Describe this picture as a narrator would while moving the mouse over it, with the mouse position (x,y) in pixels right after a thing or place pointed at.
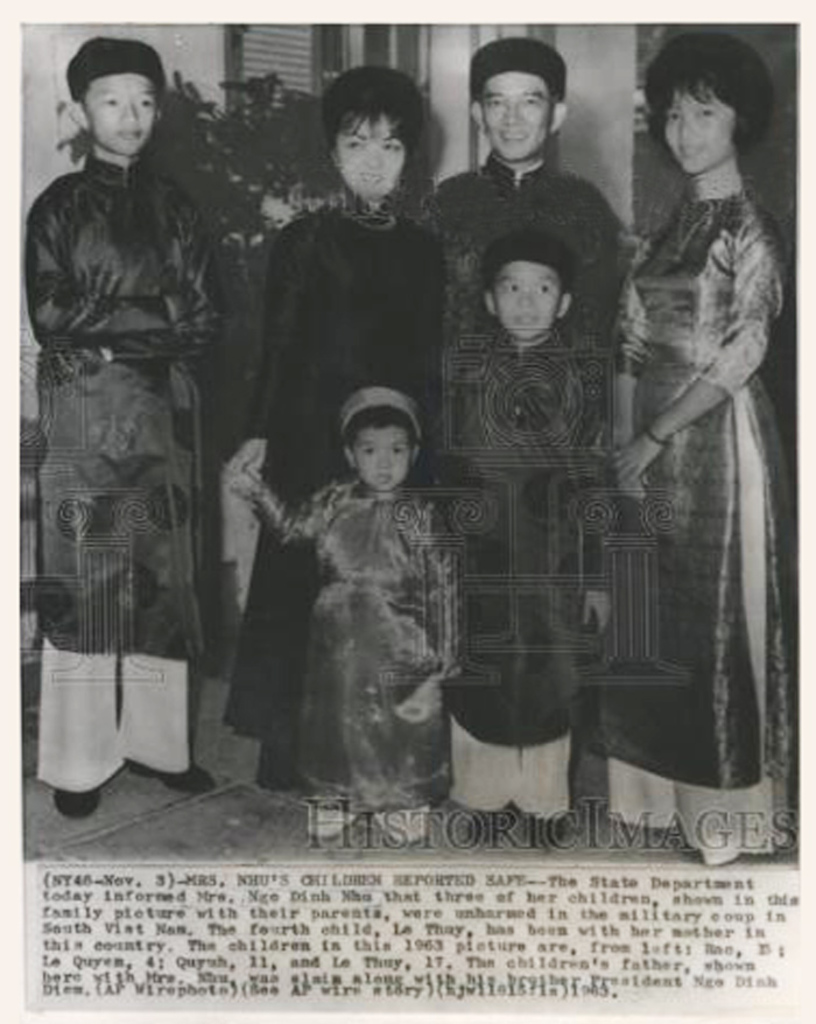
This is a black and white image, we can see there is a group of persons (357,464) standing in the middle of this image (356,361), and there is some text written at the bottom of this image (480,907).
